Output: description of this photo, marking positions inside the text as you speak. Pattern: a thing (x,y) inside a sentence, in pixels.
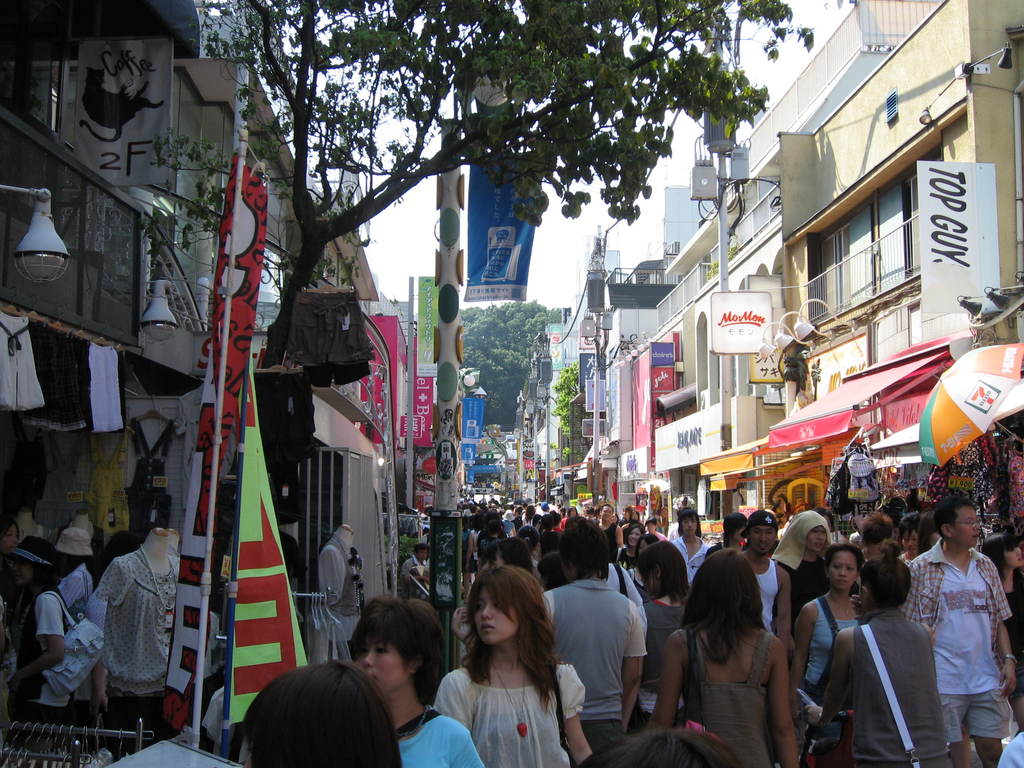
In the image there is a huge crowd (374,731) and around them there are banners (235,268), buildings (692,322) and stores (363,379). In the background (486,351) there is a tree (502,351).
